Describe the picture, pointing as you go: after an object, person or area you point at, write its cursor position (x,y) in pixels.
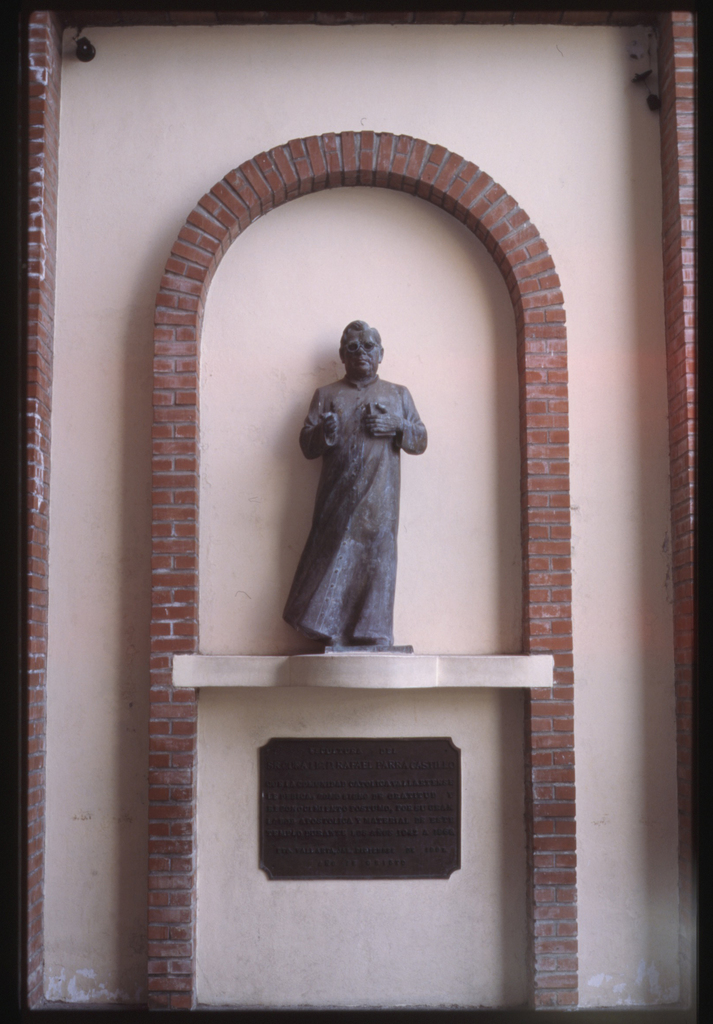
In this image I can see a statue of a person (386,588) on a marble (504,672). I can see a board (447,791) on the wall (447,732) below the marble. I can see the brick design (185,568) around the statue (383,629) on the wall (73,250).
